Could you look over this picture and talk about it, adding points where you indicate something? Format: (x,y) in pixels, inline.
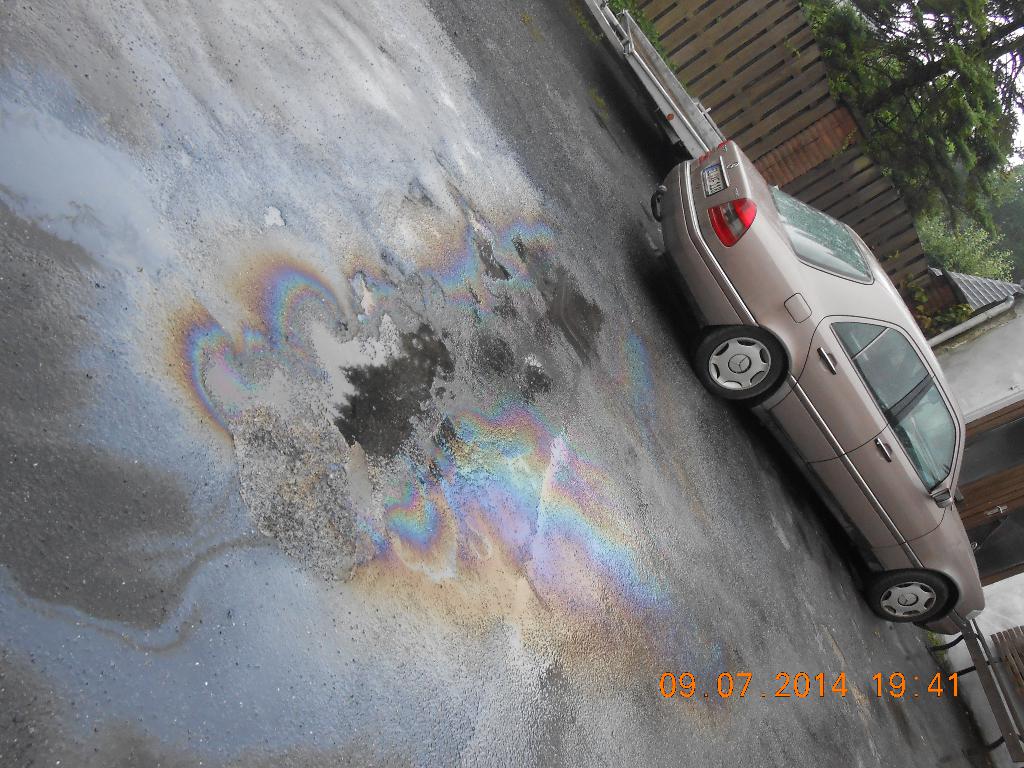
In this image we can see a house (1012,579) at the right side of the image (1012,514). There is a fence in the image. There are many trees (956,107) in the image. There is a car (855,429) in the image. We can see some water (406,404) on the ground (951,704).
